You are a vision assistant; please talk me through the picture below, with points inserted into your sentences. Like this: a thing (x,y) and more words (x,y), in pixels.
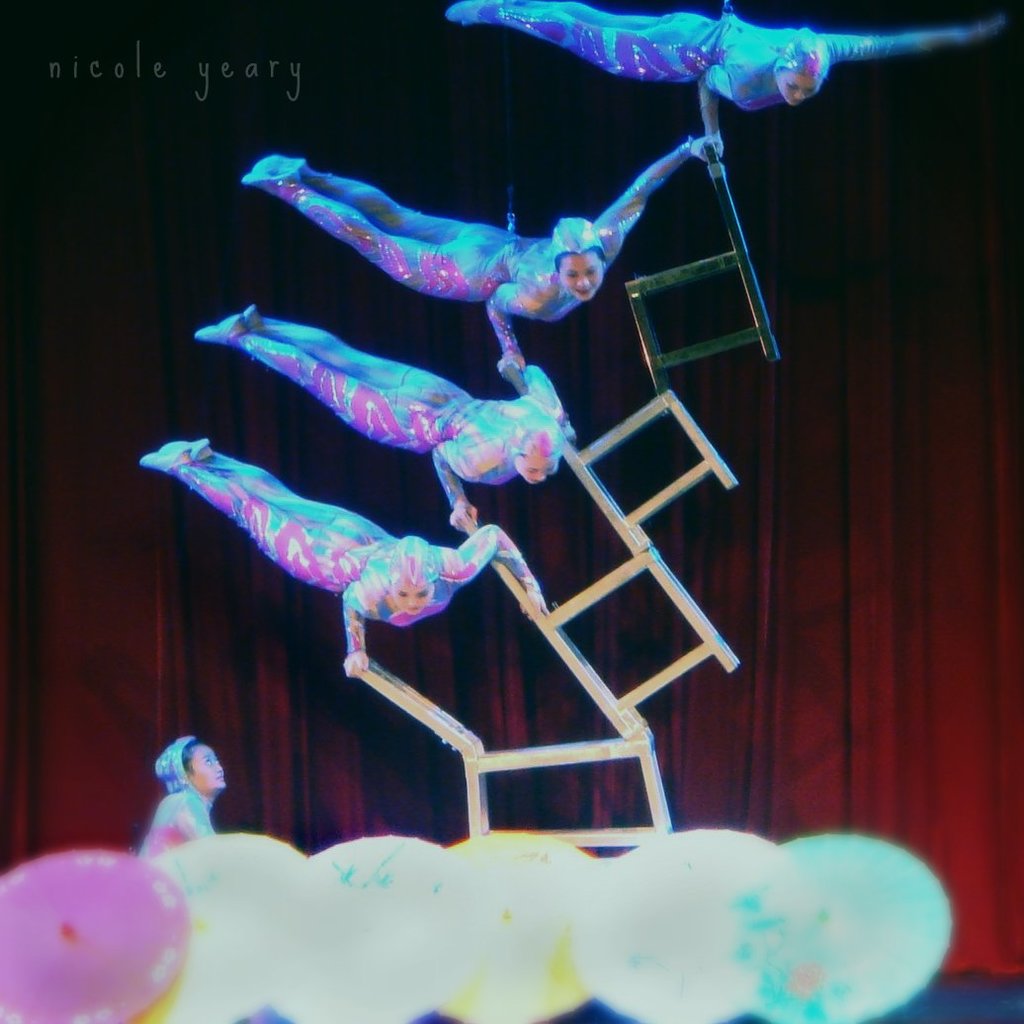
In this image I can see few people (432,563) and I can see all of them are wearing costumes (745,60). In the front of this image (381,901) I can see few colourful things (202,916) and in the background (463,144) I can see red colour curtain (554,588). I can also see few chairs (484,806) in the centre (681,593) and on the top left side of this image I can see a watermark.
